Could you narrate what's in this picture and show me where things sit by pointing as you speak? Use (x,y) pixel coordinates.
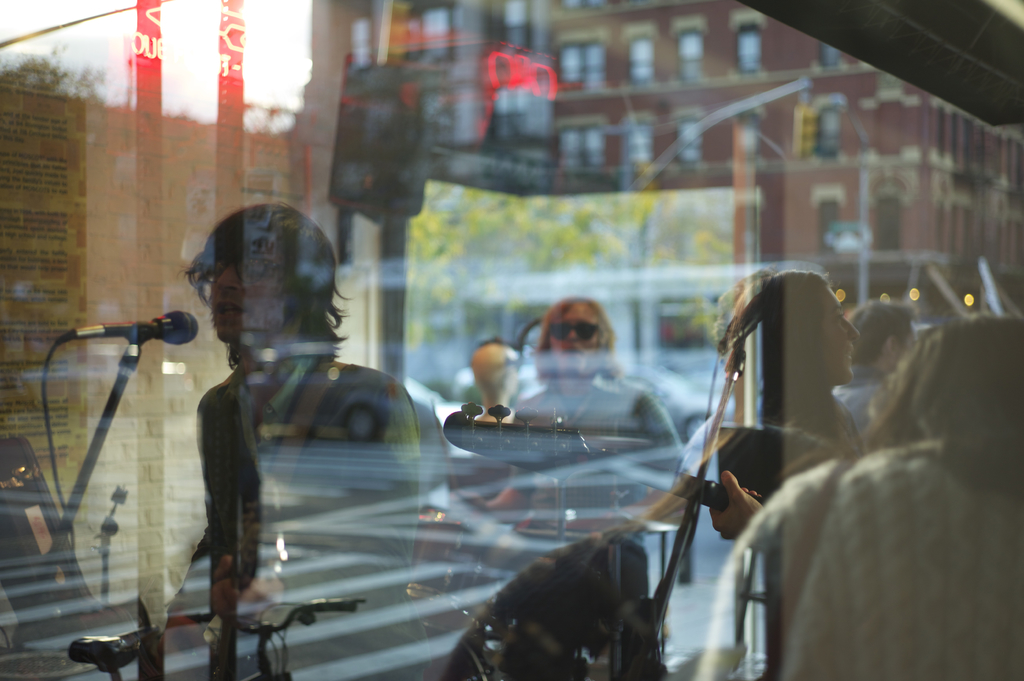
There is a glass (369,288). Through the glass (349,294) we can see some people (373,373) playing musical instruments (769,480). Also there are mics (196,335) with mic stands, building (904,184) with windows (750,138) and trees (481,226).
